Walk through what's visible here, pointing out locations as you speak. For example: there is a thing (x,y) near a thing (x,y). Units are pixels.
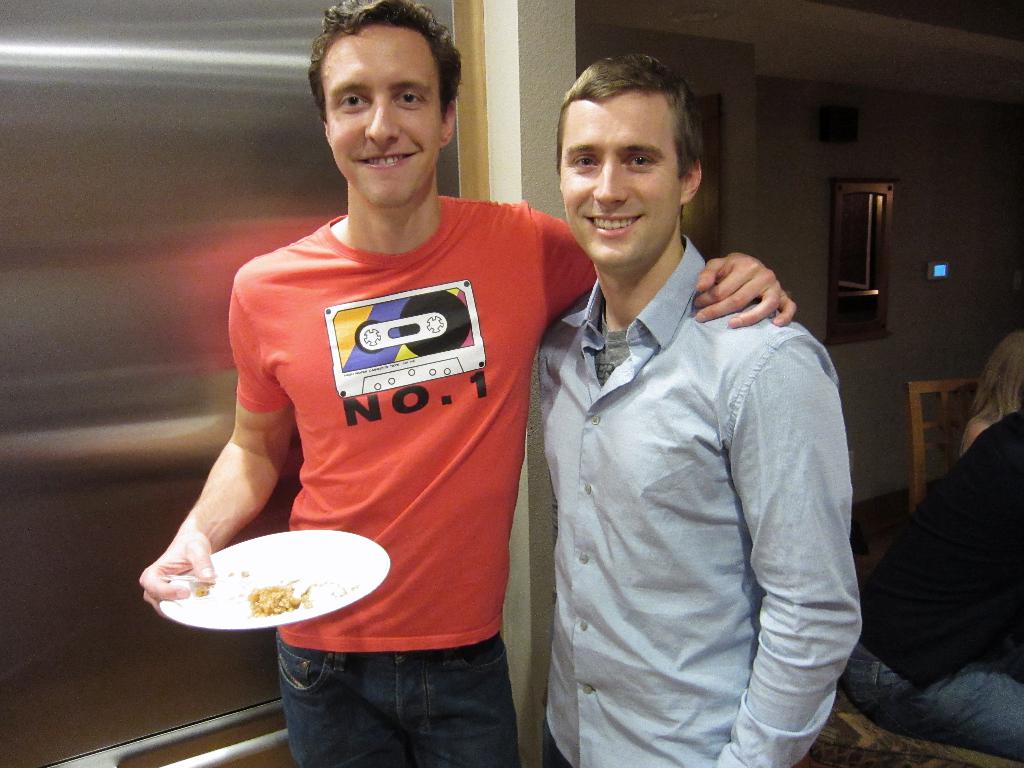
2 men (648,448) are standing. The person (387,241) at the left (284,628) is wearing a red t shirt (423,550) and holding a white plate (256,578) of food item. 2 people (965,519) are sitting at the right (965,519). There is a mirror (850,231) at the back (840,264).
